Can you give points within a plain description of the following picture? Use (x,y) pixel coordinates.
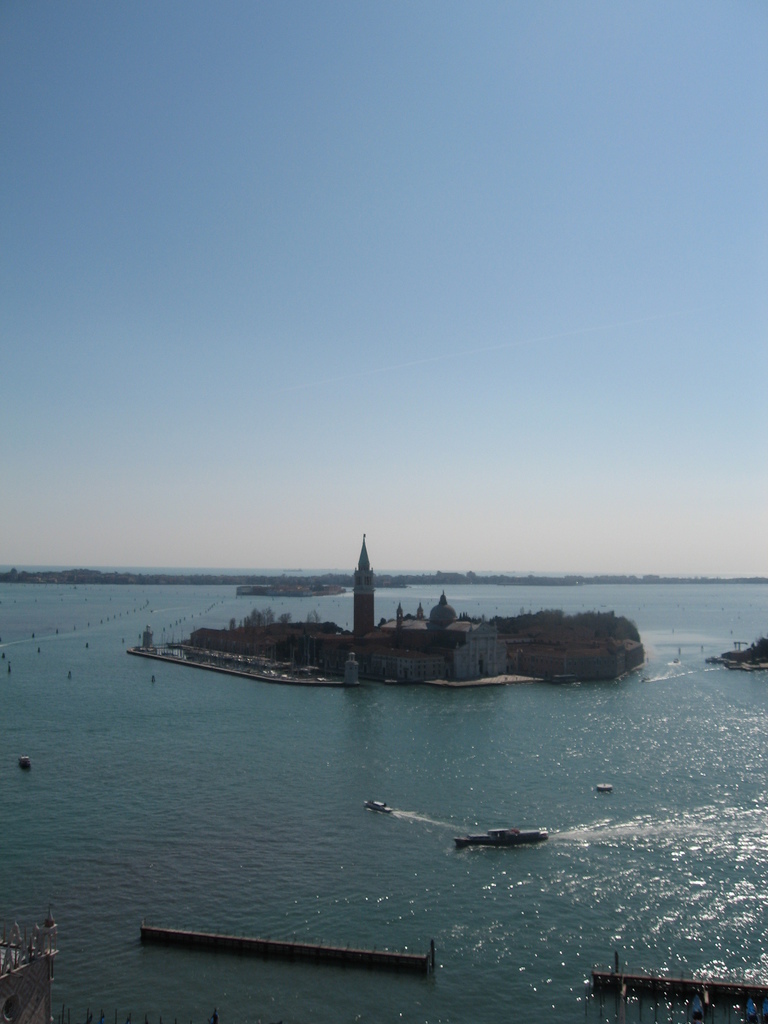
In the foreground (458,793) and in the background (675,638) we can see a water body (403,688). In the center of the picture (379,630) there is an island (332,630) in which we can see castle (371,627) and trees (553,636). In the water (375,858) there are boats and other objects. At the top (242,220) it is sky (502,162). At the bottom left corner (29,963) it is looking like a building (24,965).
